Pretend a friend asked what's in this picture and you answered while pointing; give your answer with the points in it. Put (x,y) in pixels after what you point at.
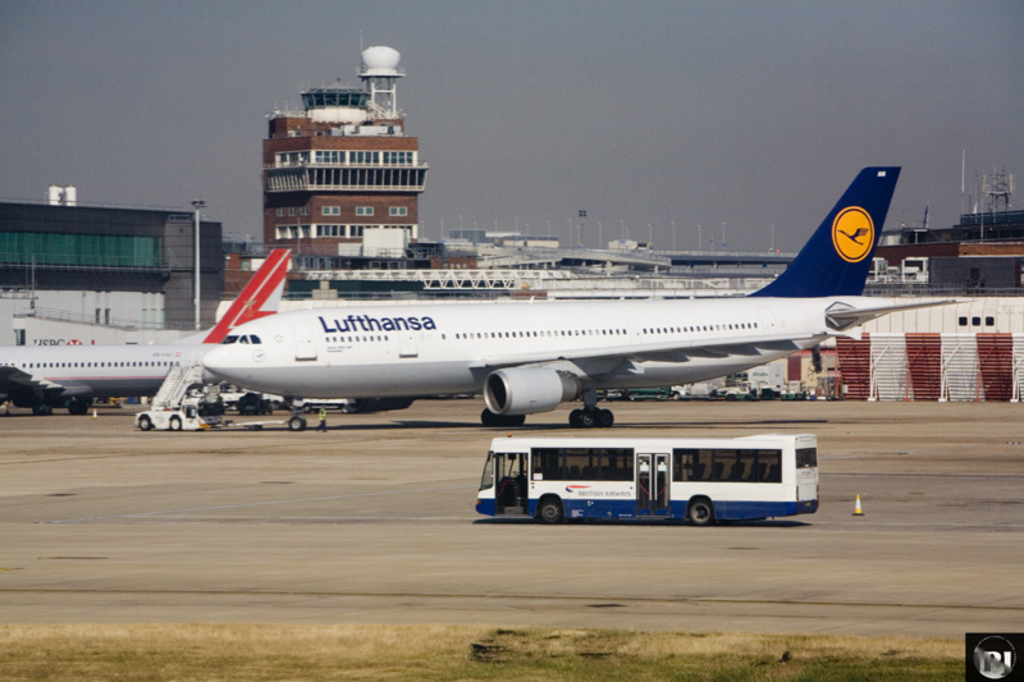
In this image there is a bus (755,481) and airplanes (448,383) on a runway (880,443), in the background (189,231) there are sheds (633,282), buildings (348,193) and a sky (667,57).
